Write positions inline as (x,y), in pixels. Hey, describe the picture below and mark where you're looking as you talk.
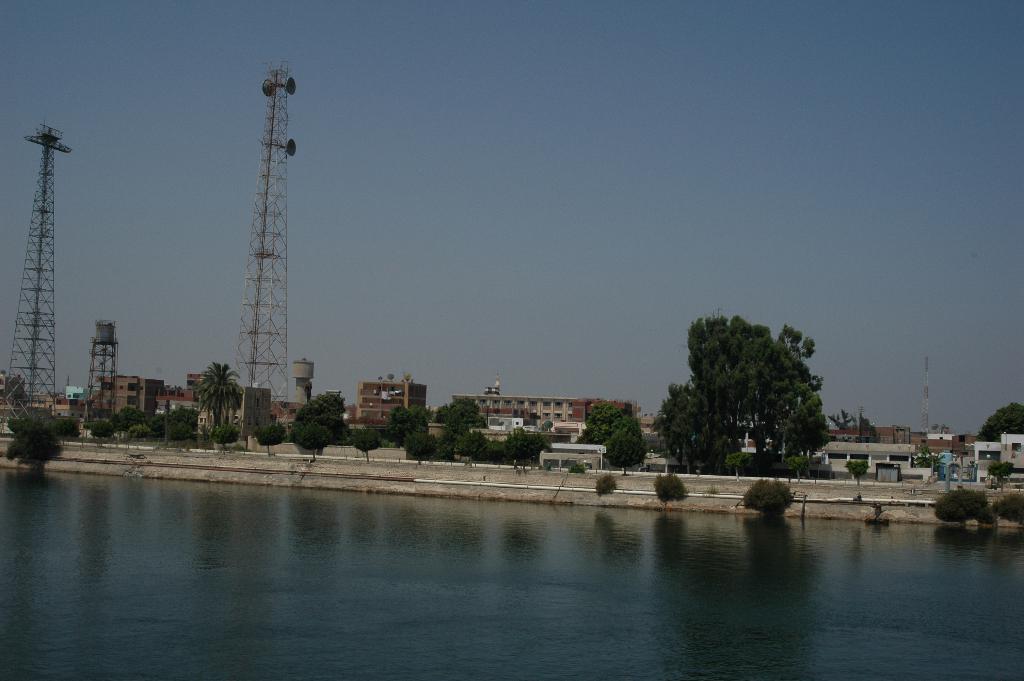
In this picture, I can see buildings (929,444), trees (312,410) and few towers (927,404) and I can see few plants (965,501) and water (525,565) and I can see a blue sky (382,177).
